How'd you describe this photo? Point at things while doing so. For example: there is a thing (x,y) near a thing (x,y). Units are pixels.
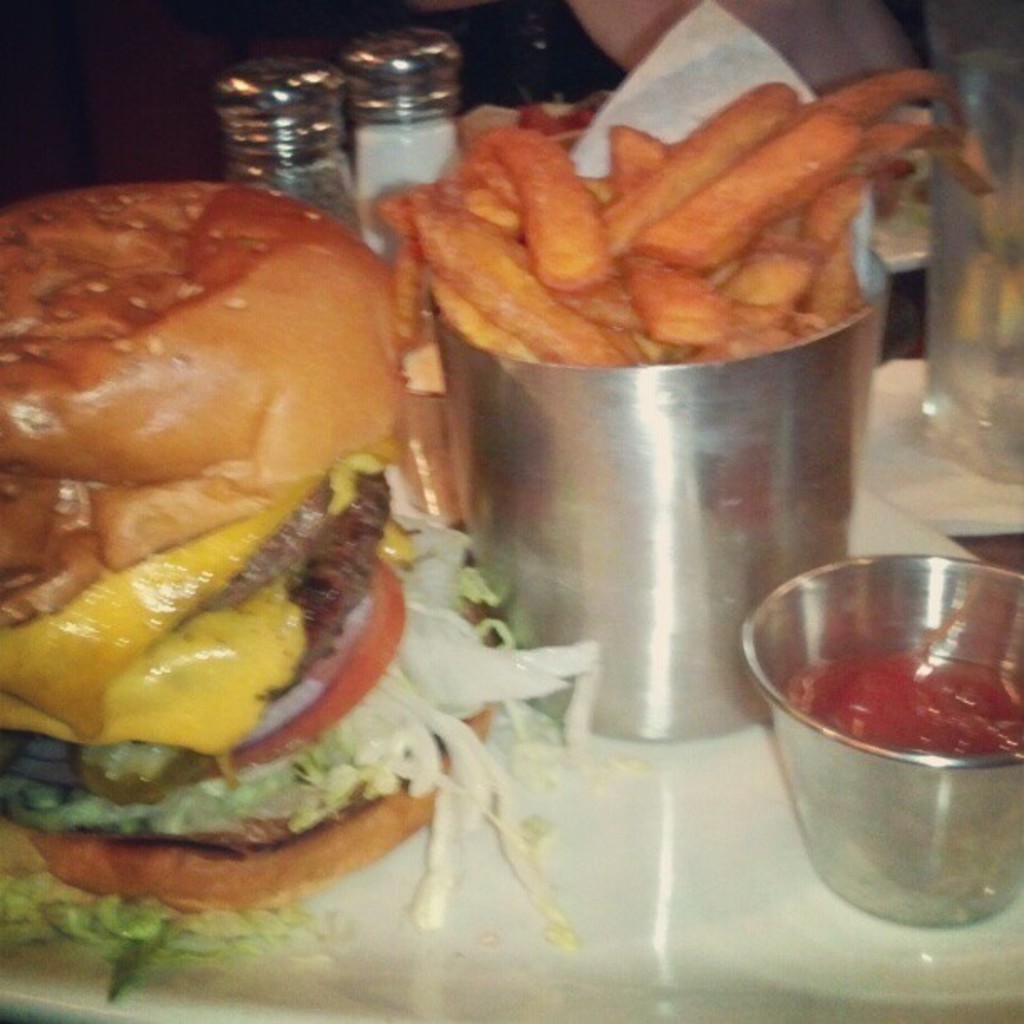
In this image, we can see a burger (152,679), bowls (872,829) with sauce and food items (558,261), containers (393,140), glass (957,261) with liquid (990,325) are placed on the white surface (578,813). Top of the image (495,25), we can see the human body (814,65).
